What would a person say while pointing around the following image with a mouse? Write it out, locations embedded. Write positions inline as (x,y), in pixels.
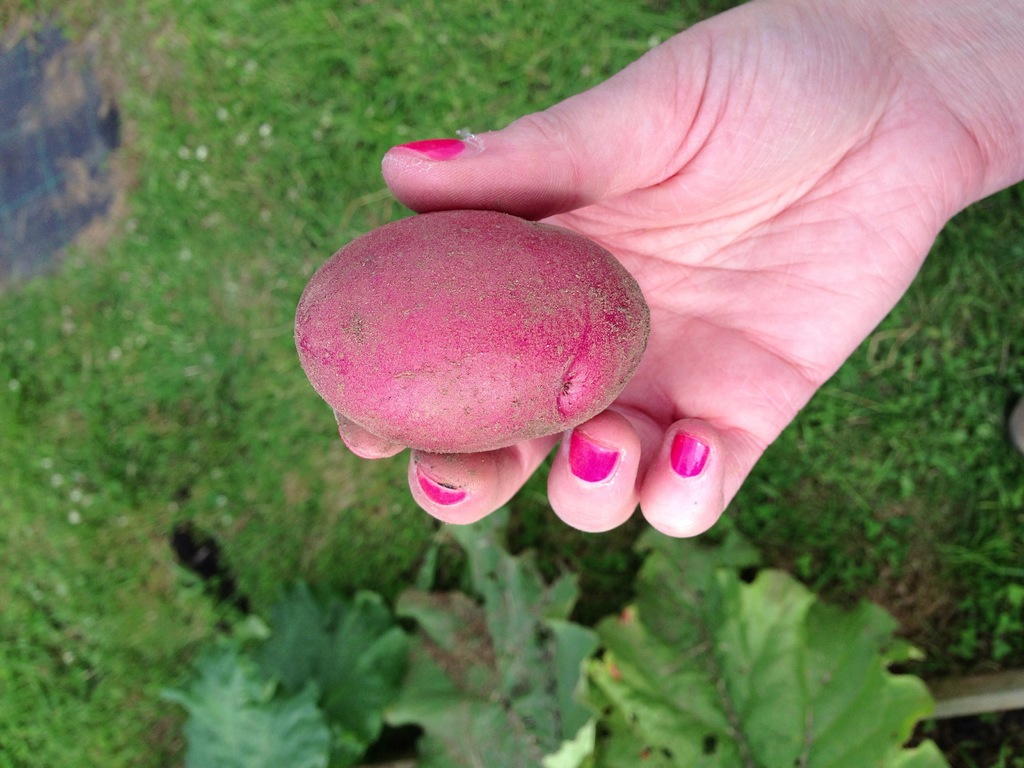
In this picture there is a hand (474,181) in the center of the image (502,348), on which there is a potato (490,273) and there is greenery (272,156) in the background area of the image (909,349).
